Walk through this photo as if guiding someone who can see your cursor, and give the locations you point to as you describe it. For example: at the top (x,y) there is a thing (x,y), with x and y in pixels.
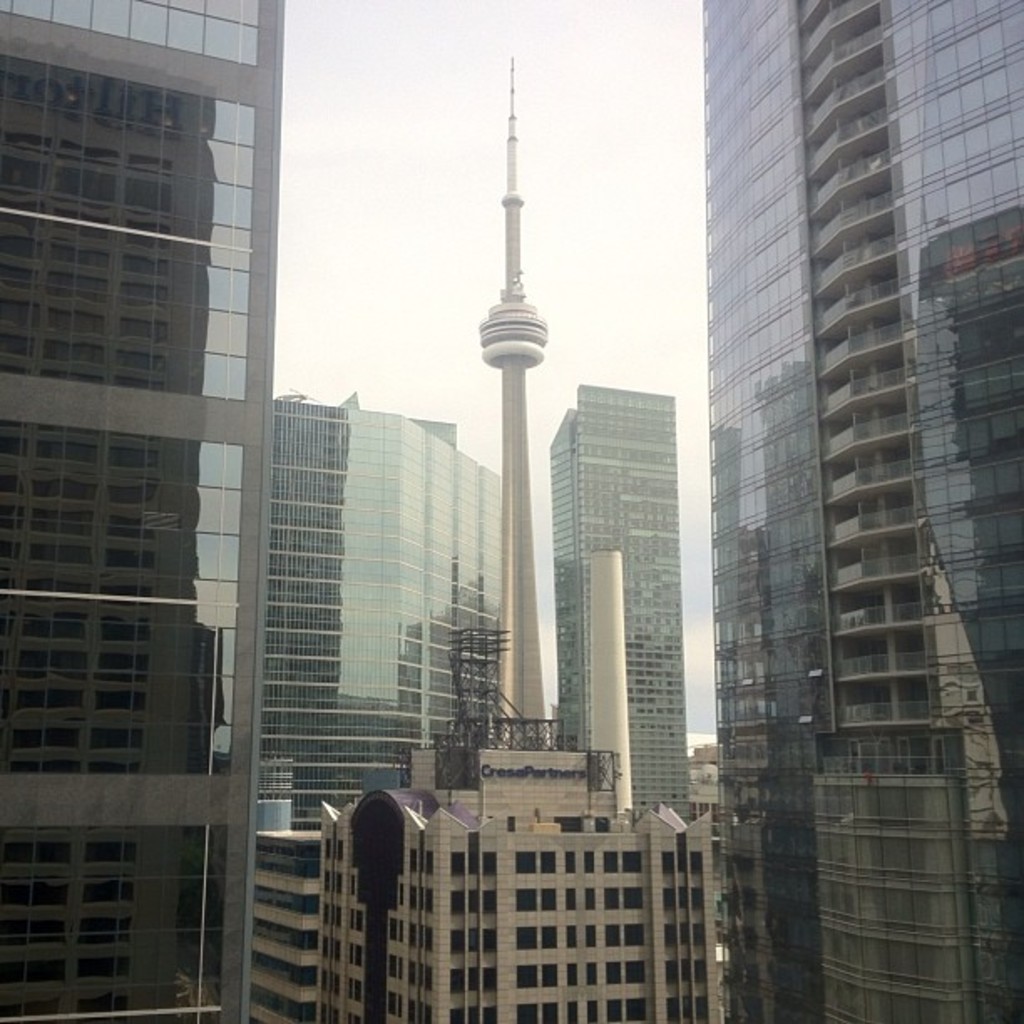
In this picture we can see some text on a building (530,880). There are a few glass buildings (571,559) visible in the background (411,588).
